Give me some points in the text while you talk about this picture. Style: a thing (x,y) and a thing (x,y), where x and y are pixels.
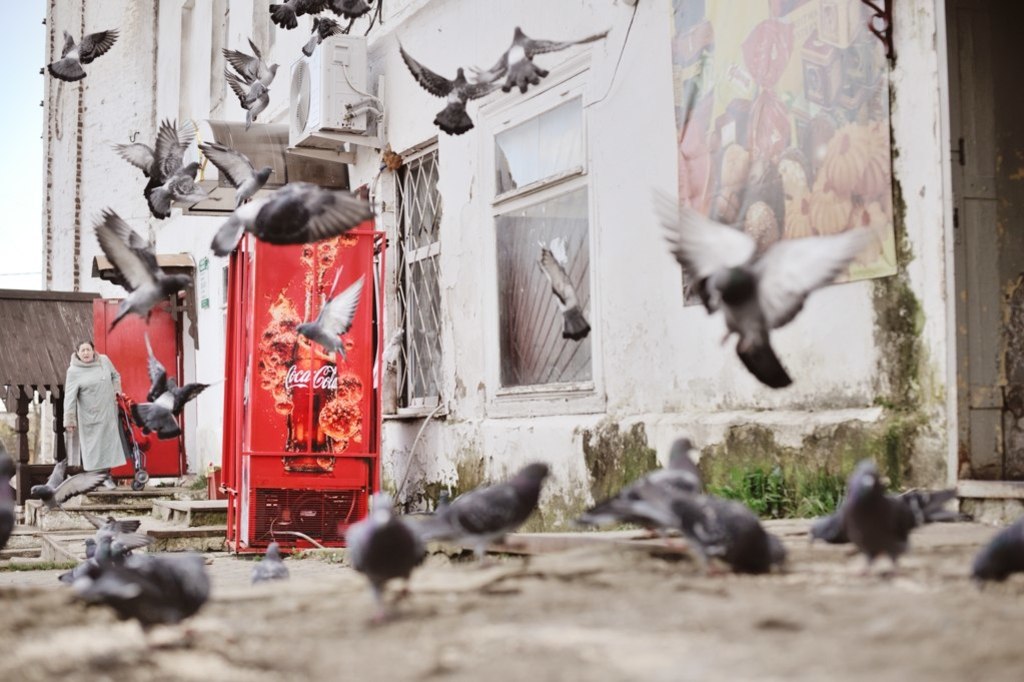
In this image there are birds (678,237). On the left (90,431) we can see a lady (105,441) and a trolley (135,468). There are refrigerators (271,426). In the background (112,172) there is a building (720,334), a poster (851,188), door (993,186) and sky (11,130).
